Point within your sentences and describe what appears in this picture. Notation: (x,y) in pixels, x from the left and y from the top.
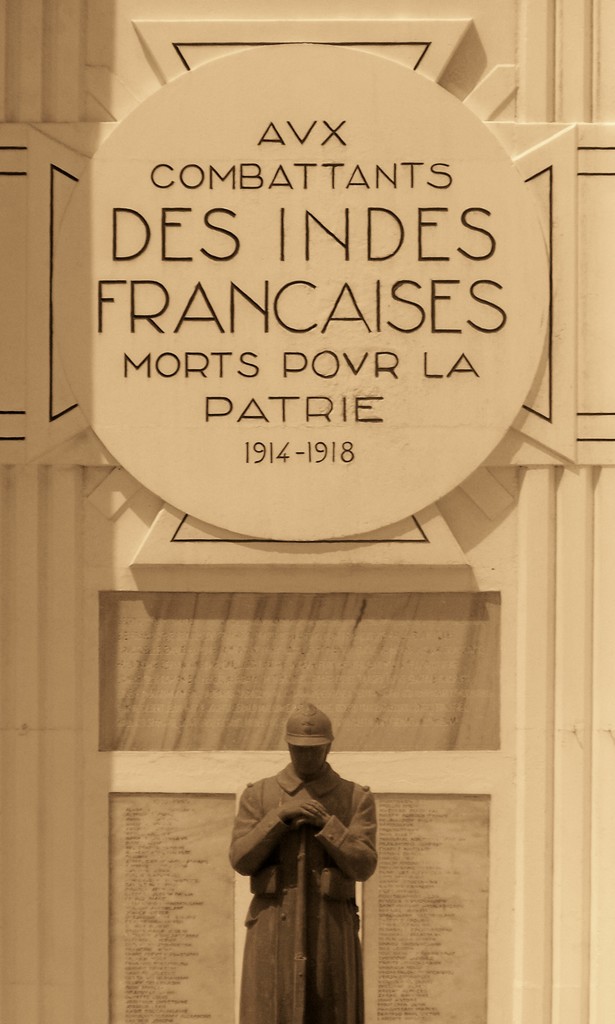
There is a statue (299,833) of a person (310,877) which is keeping both hands (324,812) on a gun (296,995). In the background (480,320), there is a hoarding (437,104) on the wall (75,875).
